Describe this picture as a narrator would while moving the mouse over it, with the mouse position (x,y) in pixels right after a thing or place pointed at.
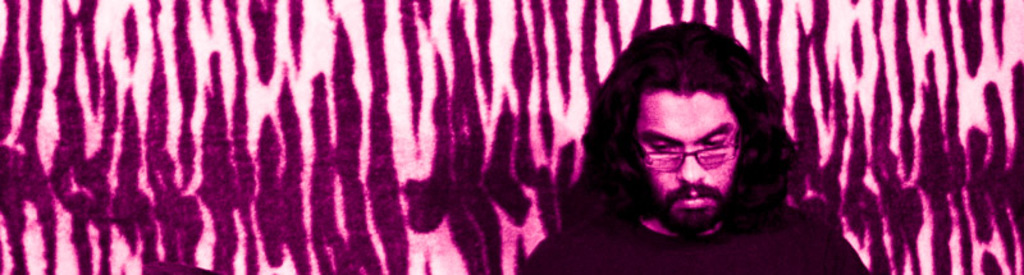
In this picture, we see the man (628,240) in black T-shirt (677,244) is wearing the spectacles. He is looking down. In the background (149,107), it is in black, pink and white color. It might be a curtain (468,171). This might be an edited image.
